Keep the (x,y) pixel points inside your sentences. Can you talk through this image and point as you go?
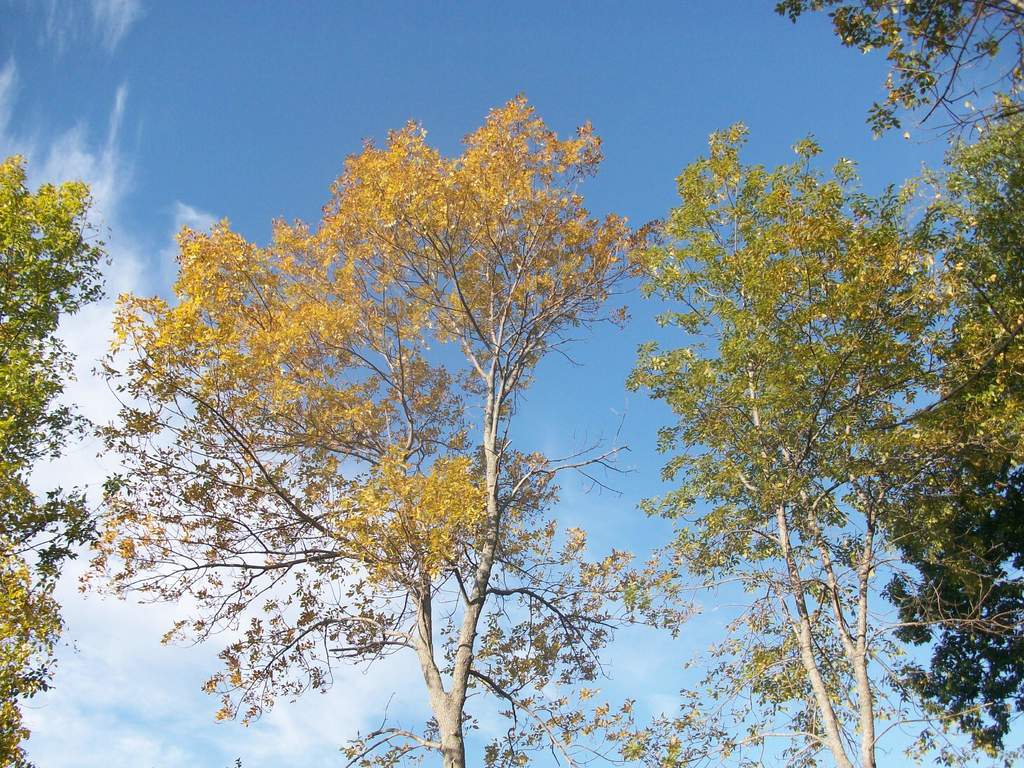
In this image, I can see the trees (485,508) with branches (734,319) and leaves (647,357). In the background (354,103), there is the sky (355,100).
